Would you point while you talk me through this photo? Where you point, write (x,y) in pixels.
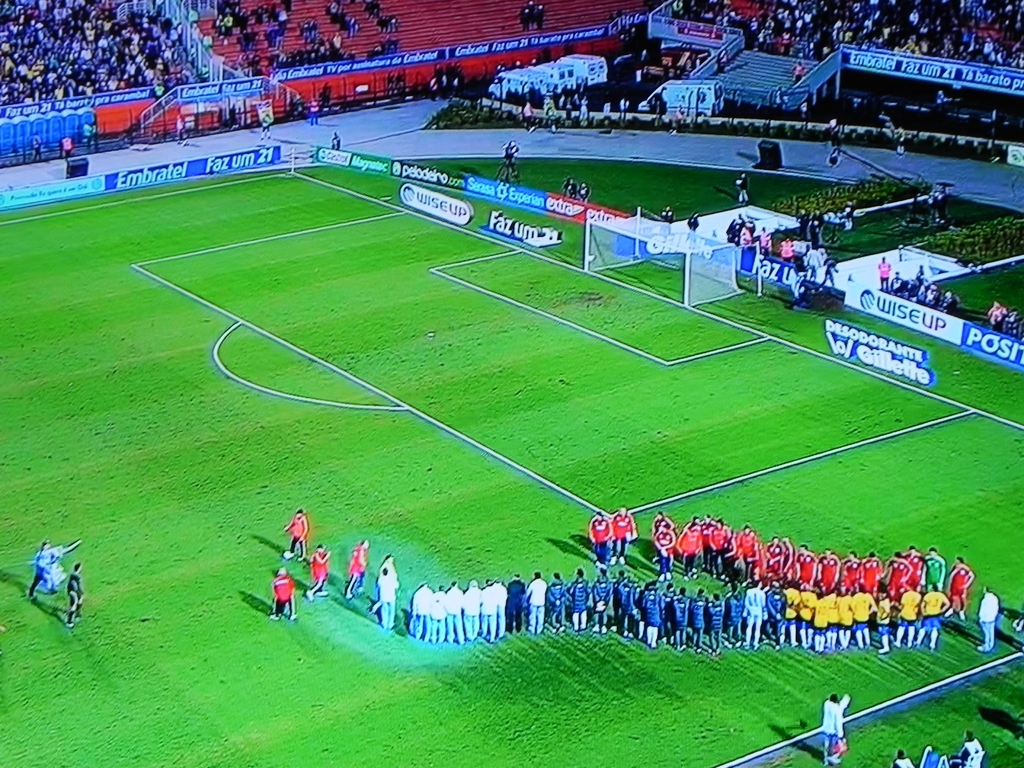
In this picture we can see a football stadium (553,95), at the bottom (243,655) there is grass (349,666), we can see some people (744,601) are standing in the front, on the right side (938,323) there are some hoardings (958,324) and stairs (775,67), we can see some people (877,10) at the top of the picture (809,38), there is a goal post (664,249) in the middle (621,262).
